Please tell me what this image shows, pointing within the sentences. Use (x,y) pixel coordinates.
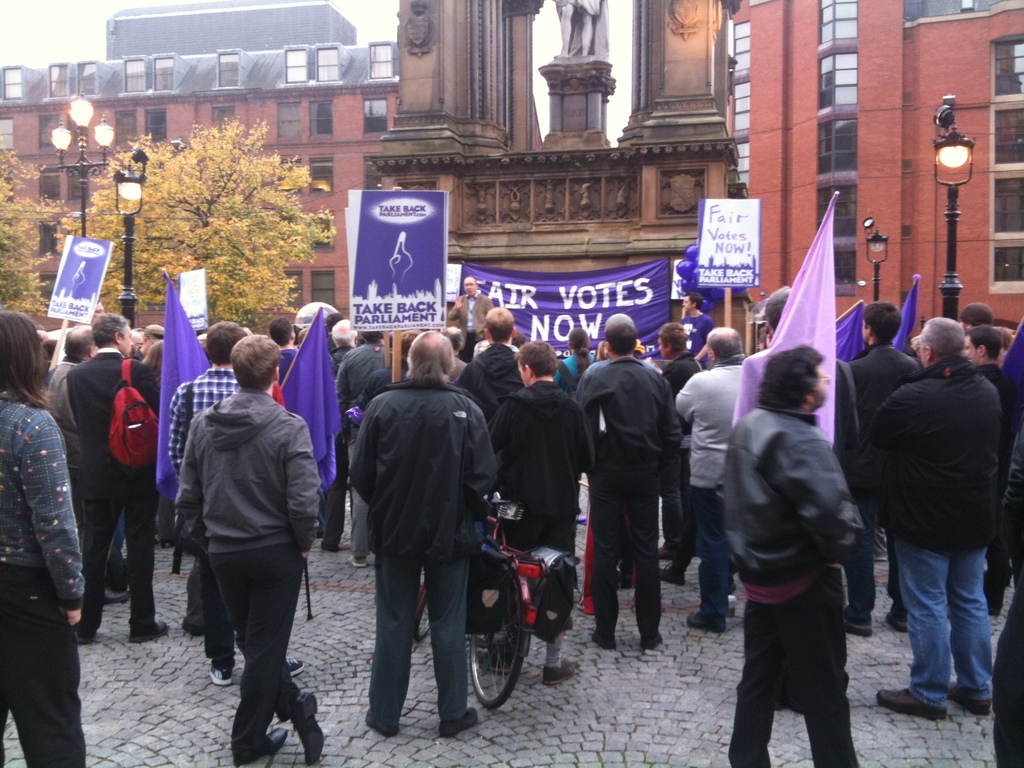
In the foreground of the picture (103,408) there are people (103,408) holding flags (844,350), placards (409,320) and banner (519,278). On the left (151,216) there are trees (256,237) and street lights (125,204). On the right (937,161) there are street lights (957,191). In the background (433,83) there is a building (377,84).
